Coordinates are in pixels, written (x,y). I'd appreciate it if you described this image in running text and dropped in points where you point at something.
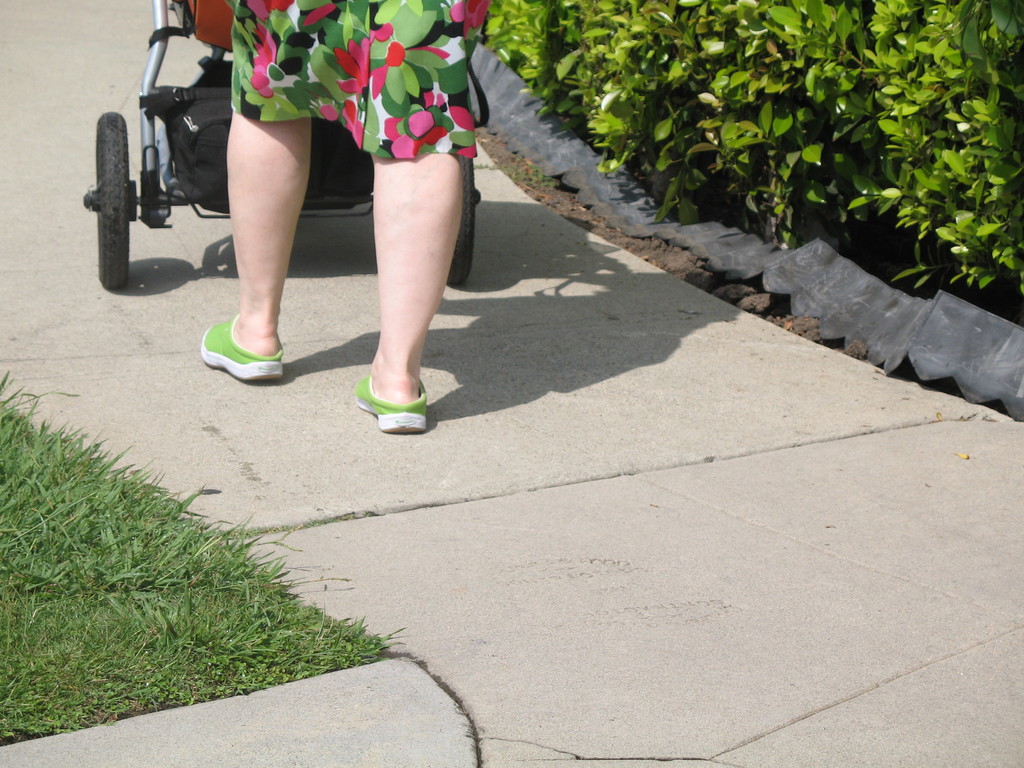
In this image I can see a person's legs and baby chair (170,142) and grass (1,563) and bushes (911,175).
